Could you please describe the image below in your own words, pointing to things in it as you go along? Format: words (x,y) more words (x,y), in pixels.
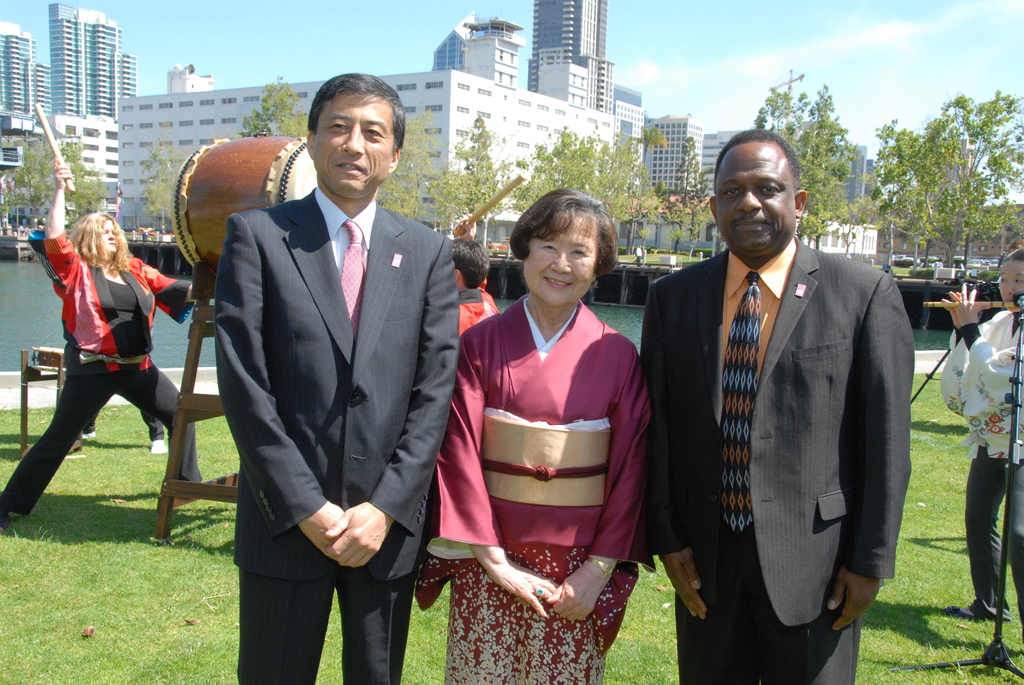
In this picture I can see 2 men (702,279) and a woman (596,401) standing in front (623,415) and I see that, they're smiling. Behind them I can see 2 women (143,325) playing musical instruments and they're on the grass (926,458). I can also see person (454,259) holding a thing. In the background (67,203) I can see number of buildings (591,20), few trees (474,140) and the sky (287,41).
